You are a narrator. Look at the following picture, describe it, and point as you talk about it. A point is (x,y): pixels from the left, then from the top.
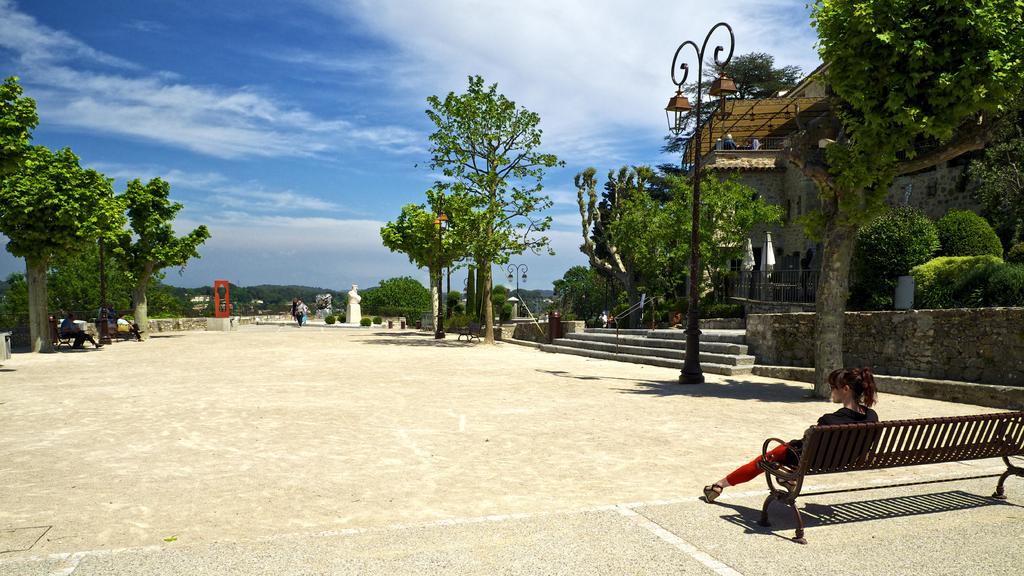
This image is taken in outdoors. In the middle of the image (468,349) there is a ground (362,359). In the right side of the image (996,438) there is a bench (842,463) and a girl (867,409) is sitting on it and in the right side of the image (873,192) there were few plants (882,245) and trees (843,243) and a house (774,195) with walls (784,203) and windows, a railing (805,284) and a street light (695,268). At the top of the image (409,51) there is a sky (328,72) with clouds (505,43). At the background (85,245) there are many trees (481,175).
